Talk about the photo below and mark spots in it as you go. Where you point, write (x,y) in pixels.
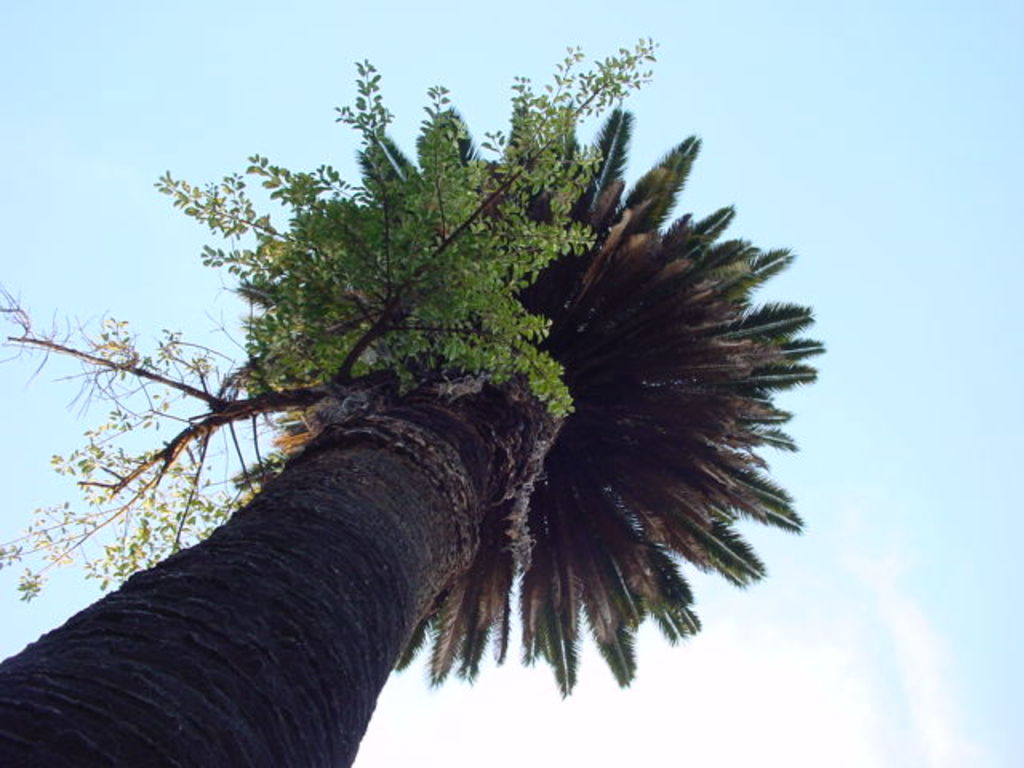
There is a tree (275,485) with another tree (214,411) on it. In the background (330,65) there is sky (827,365).
